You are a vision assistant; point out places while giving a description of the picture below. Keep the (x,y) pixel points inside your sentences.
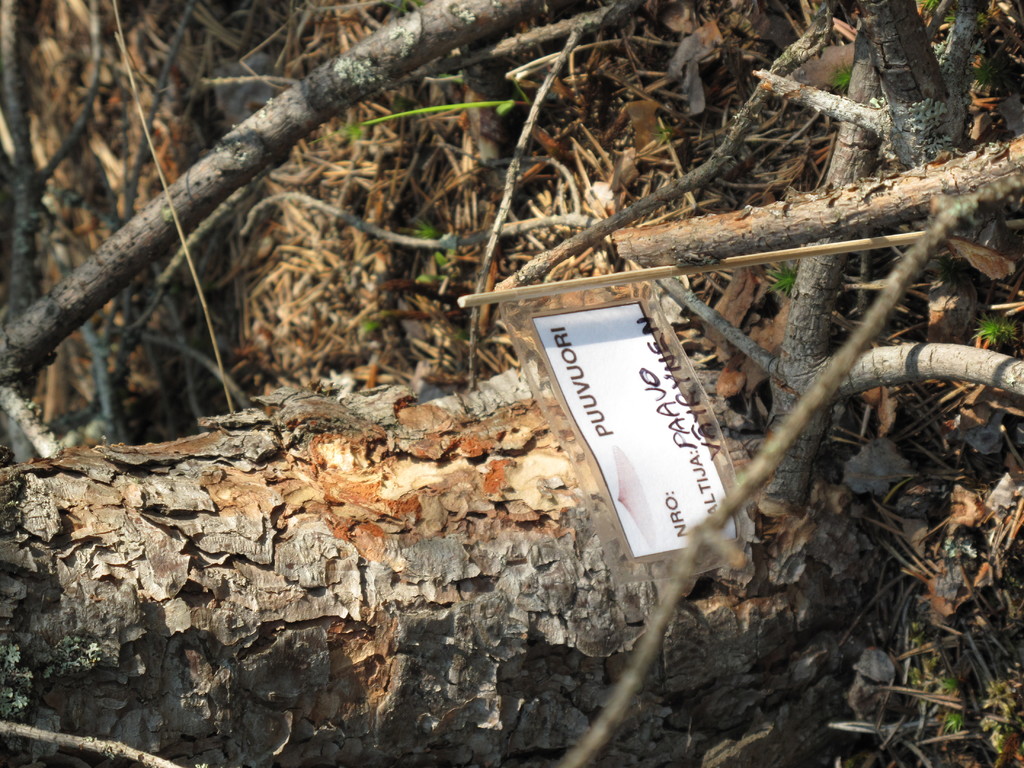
In this picture we can see a paper (648,526) attached to the wooden stick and in the background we can see a tree trunk (570,505), branches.
